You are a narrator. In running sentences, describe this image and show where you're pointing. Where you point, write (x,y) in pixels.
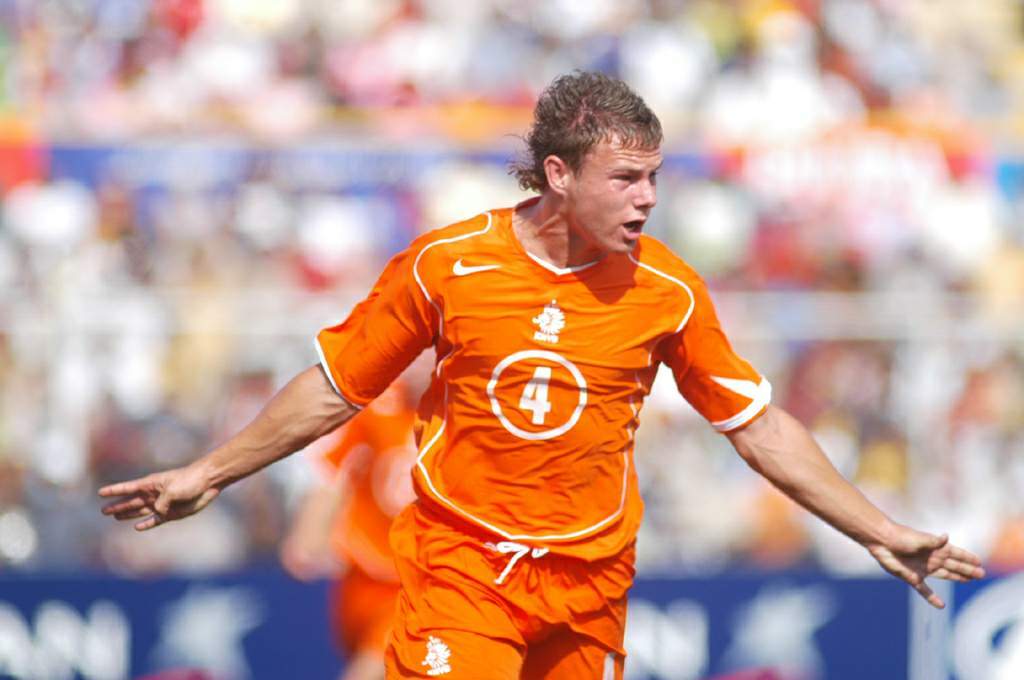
In this picture we can see a man (520,498) here, he wore a t-shirt (576,523), we can see a blurry background (472,82).
